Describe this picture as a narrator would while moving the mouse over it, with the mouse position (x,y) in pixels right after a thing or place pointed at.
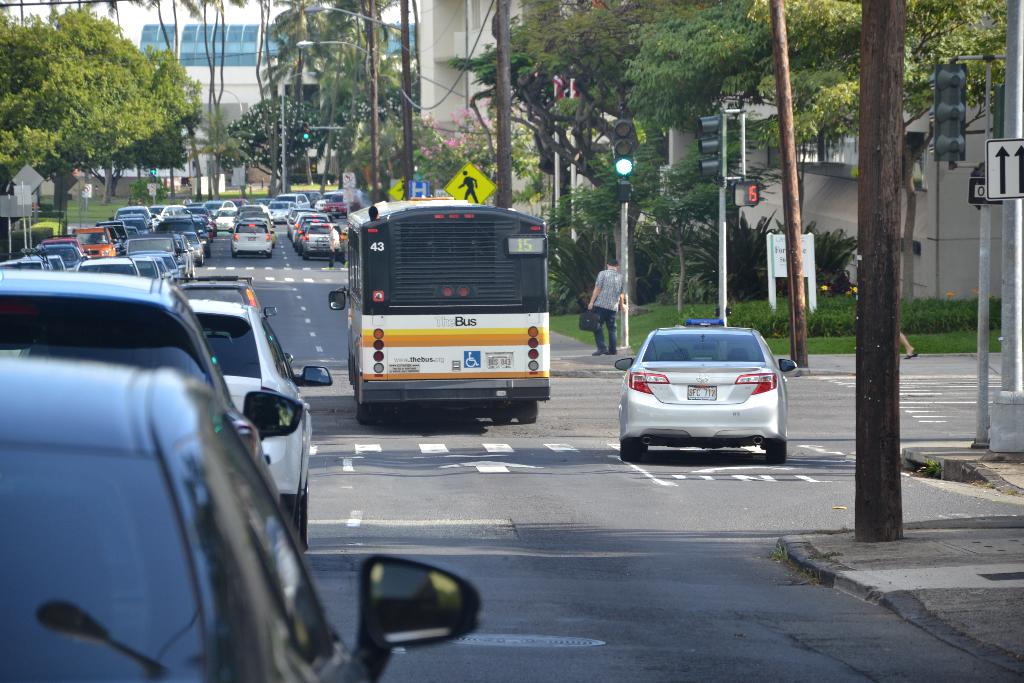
In this image we can see motor vehicles (331,294) on the road (486,447), person (614,321) standing on the side of road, ground (672,306), bushes (688,273), traffic poles (629,195), traffic signals (623,158), sign boards (457,177), street poles (376,13), street lights (388,27), buildings (248,43) and trees (254,119).
